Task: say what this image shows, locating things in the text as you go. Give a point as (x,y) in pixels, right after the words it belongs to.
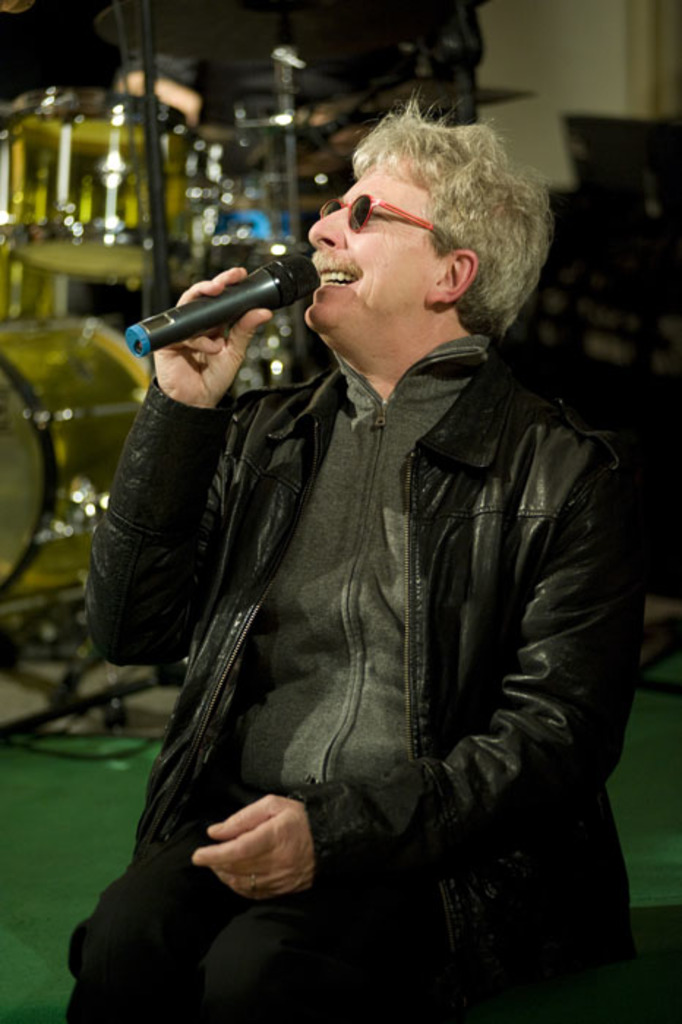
In this picture I can see a man (354,590) sitting and holding a microphone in his hand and I can see drums (82,328) in the background (81,459).
